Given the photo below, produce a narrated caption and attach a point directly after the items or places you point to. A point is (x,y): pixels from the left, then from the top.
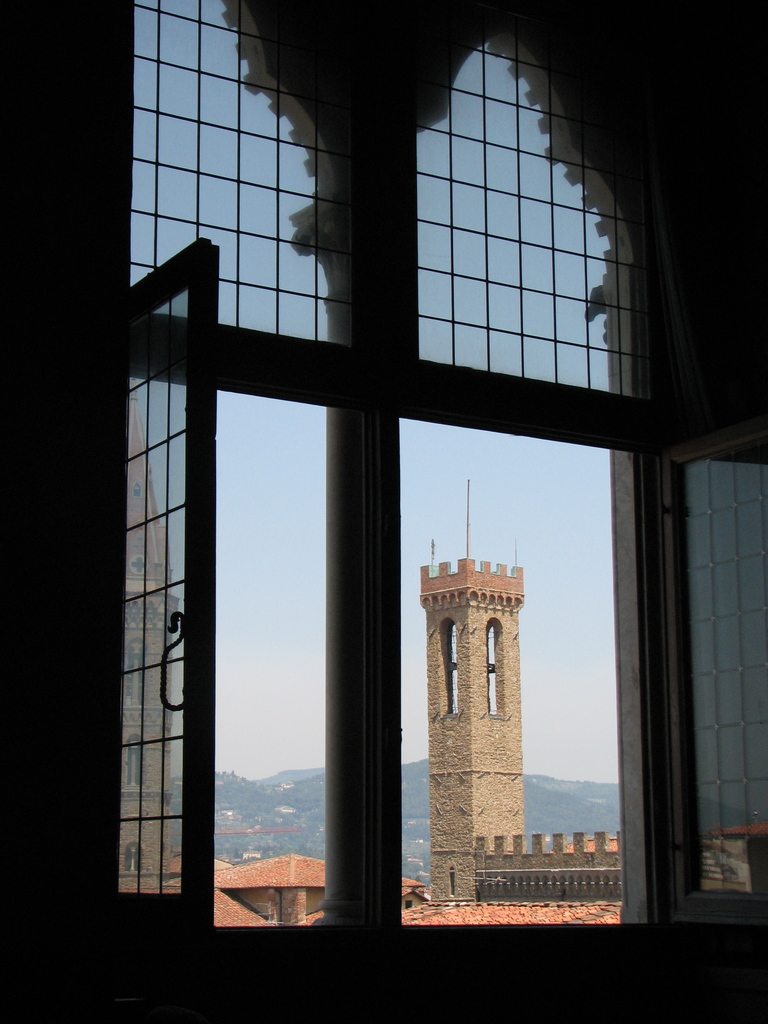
In this image we can see the window (399,354) and behind that window (191,677) we can see building (446,671), mountains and sky (285,539).
